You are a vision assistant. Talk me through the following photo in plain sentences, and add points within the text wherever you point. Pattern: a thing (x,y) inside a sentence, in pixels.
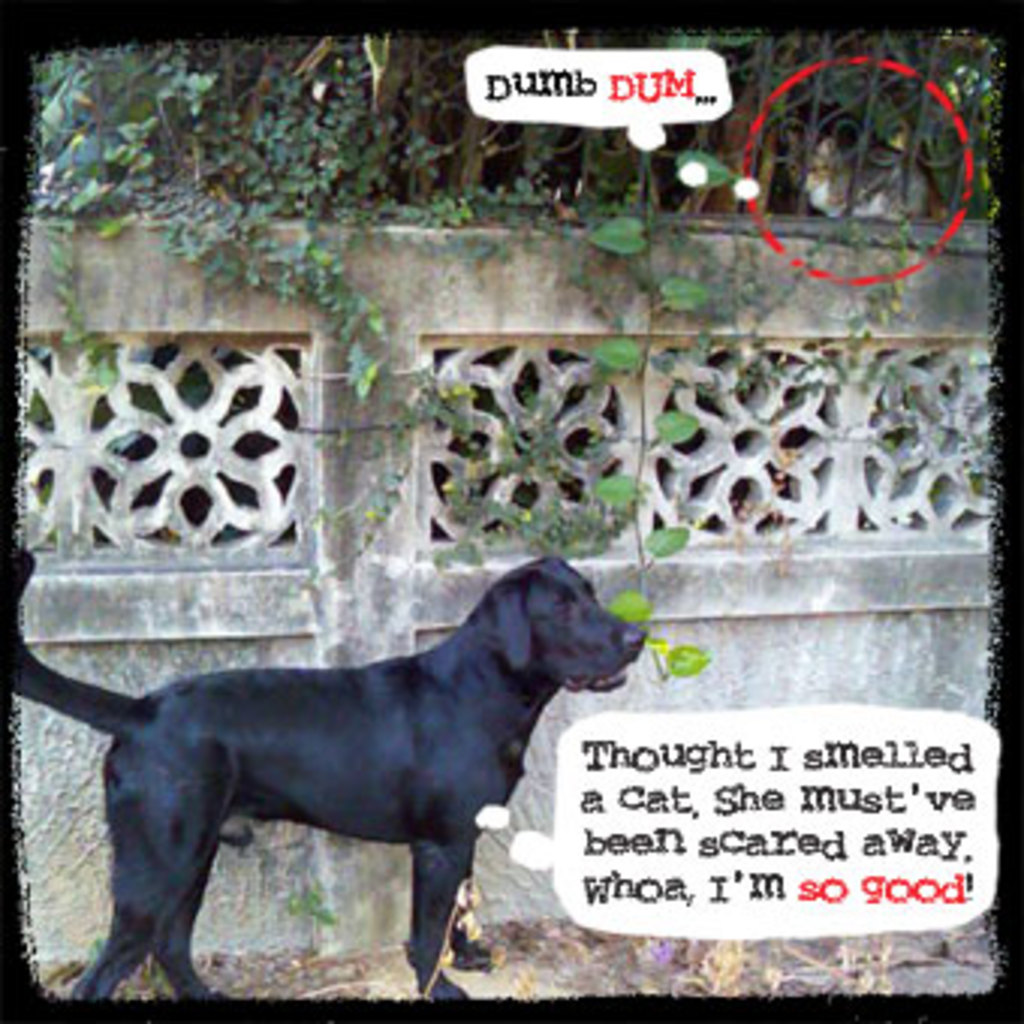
In this image there is a dog (346,761) standing on the ground (347,966). Behind it there is a wall (413,542). Beside it there is text (725,809). There are leaves (522,470) on the wall (457,346). Behind the wall (389,292) there are trees (288,145). There is a fencing (865,131) on the wall (350,944). In the top right (823,154) there is a cat (863,171) sitting on the wall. Beside it there is text (636,84).
